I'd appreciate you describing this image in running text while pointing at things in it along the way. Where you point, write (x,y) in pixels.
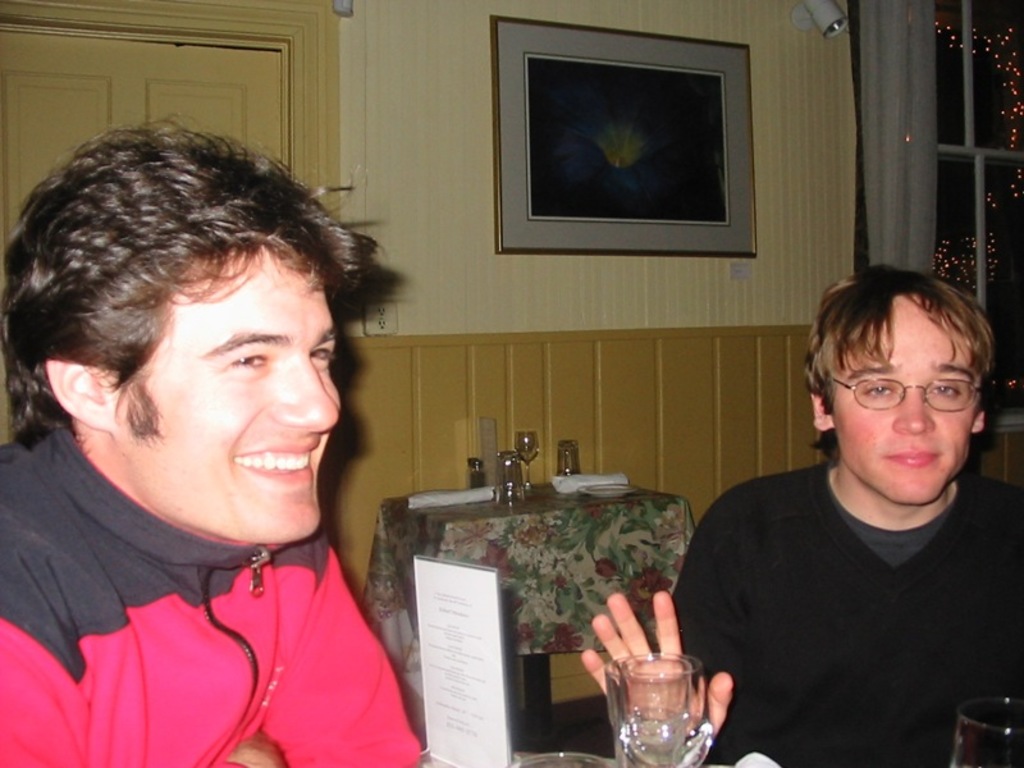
In this image, there are a few people (1008,647). We can see some objects (467,575) like glasses (1011,718) and a board (500,670) with some text (457,701) at the bottom (477,726). We can also see a table (590,570) covered with a cloth (557,532) and some objects (533,444) are on it. We can see the wall (475,33) with a frame (553,33) and some objects (796,9). We can also see a door (116,45) and the window (936,68). We can also see some cloth (886,62) and some lights (1002,82).
